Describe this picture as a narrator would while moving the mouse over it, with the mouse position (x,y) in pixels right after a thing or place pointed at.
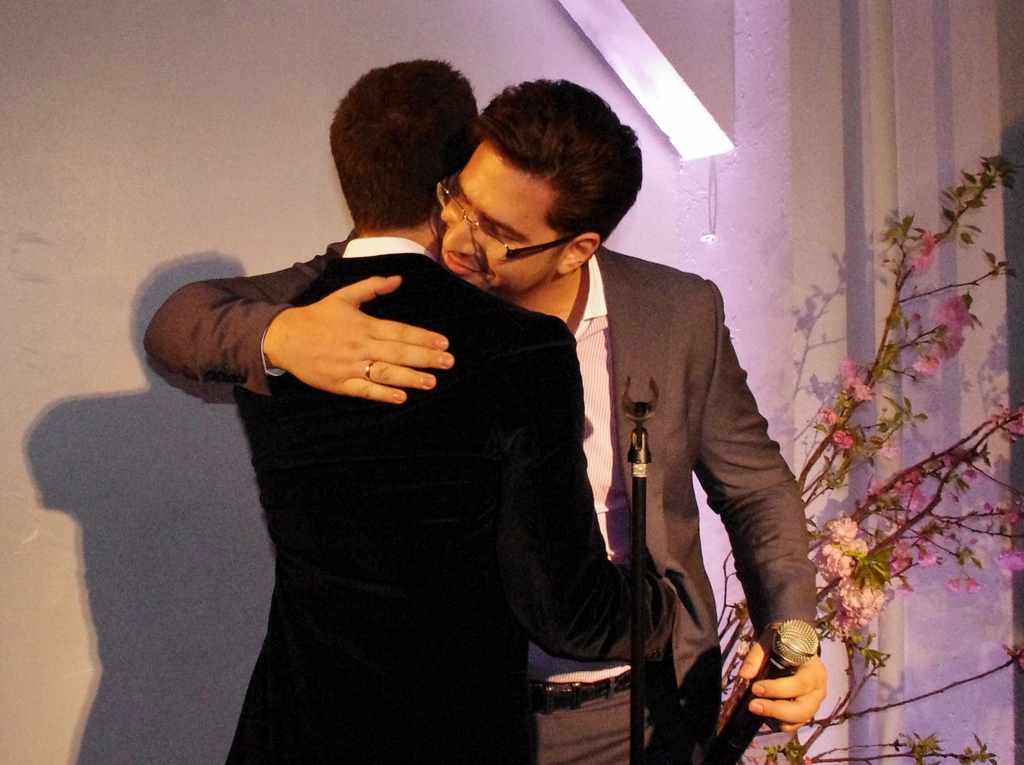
In this image, I can see two people (515,449) hugging each other. On the right side of the image (901,474), there is a tree (856,599) with the flowers (856,599). In the background (816,247), I can see the wall (796,205). In front of these two people (545,369), It is a stand (637,476).
